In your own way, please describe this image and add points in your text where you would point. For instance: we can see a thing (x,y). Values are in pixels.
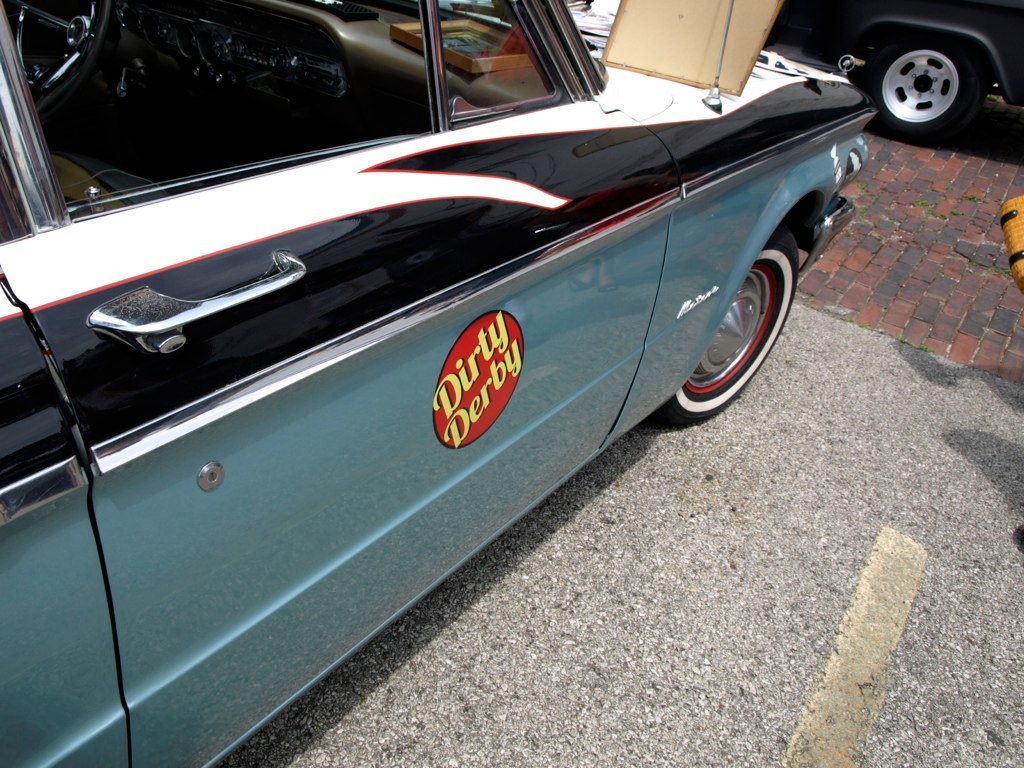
In this picture we can observe a car (363,275) parked on the road (790,380). This is a blue and black color car (435,271). We can observe yellow color words (450,390) on the red color background (482,420) on the door (314,501) of the car (493,473). In the background (881,119) there is another vehicle (858,47) parked on the floor (912,223) which is in black color.
